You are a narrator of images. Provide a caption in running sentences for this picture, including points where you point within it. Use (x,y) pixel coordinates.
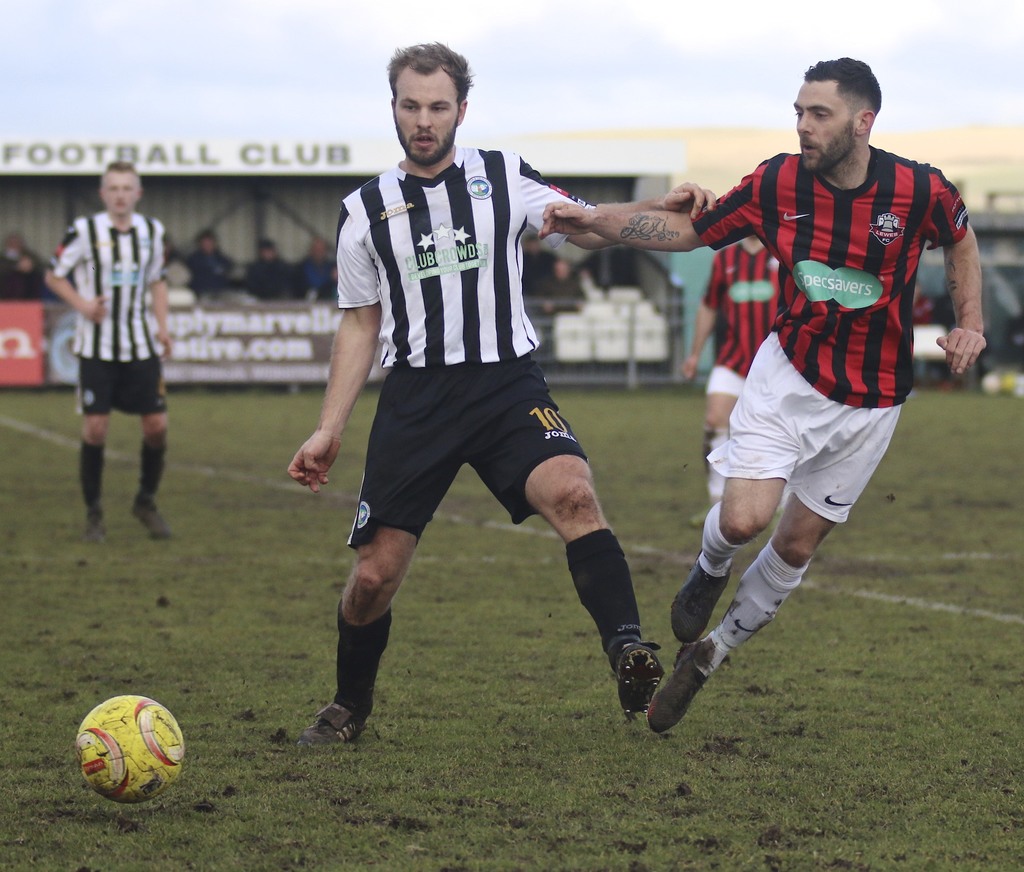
People (735,324) are playing football. There is a yellow ball (127,722) at the left (127,722). 2 people (402,515) at the left (134,172) are wearing black and white t shirts (389,306) and 2 people (765,311) are wearing black and red t shirts (782,294).
